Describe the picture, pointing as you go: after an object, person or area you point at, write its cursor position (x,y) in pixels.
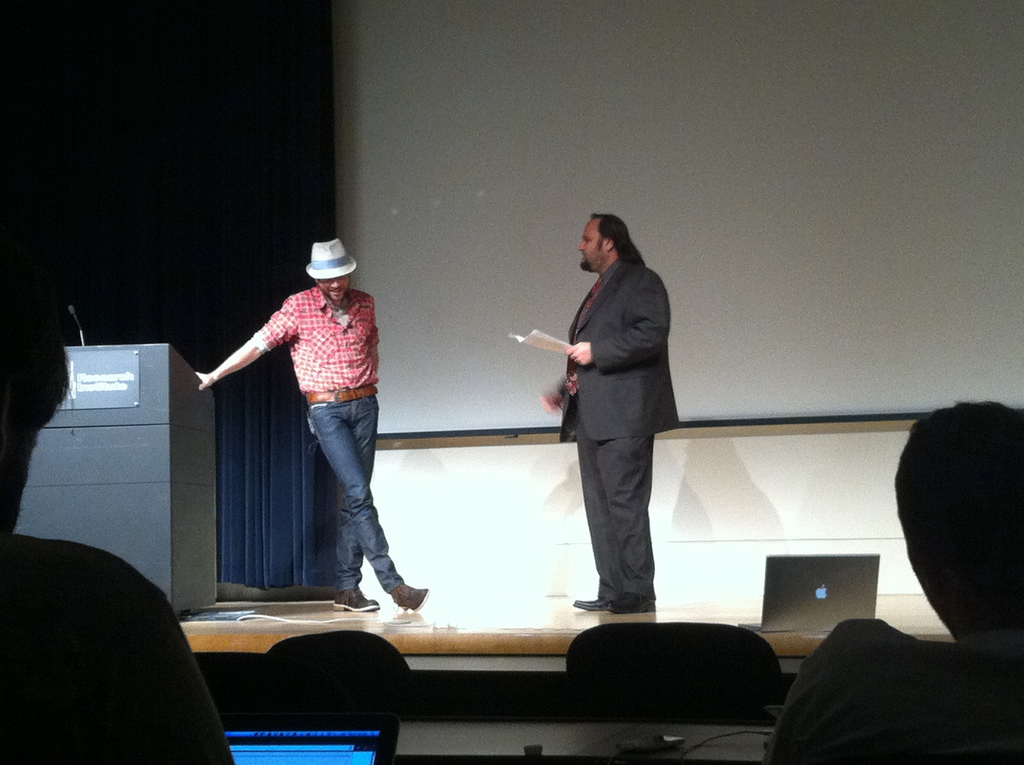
In this image we can see two people (344,488) standing on the stage (484,636). We can also see a speaker stand (129,499) with a mic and a laptop (783,586) on the stage (501,633). On the backside (557,282) we can see the screen (553,301). We can also see some people (846,634) and laptops (263,721).
